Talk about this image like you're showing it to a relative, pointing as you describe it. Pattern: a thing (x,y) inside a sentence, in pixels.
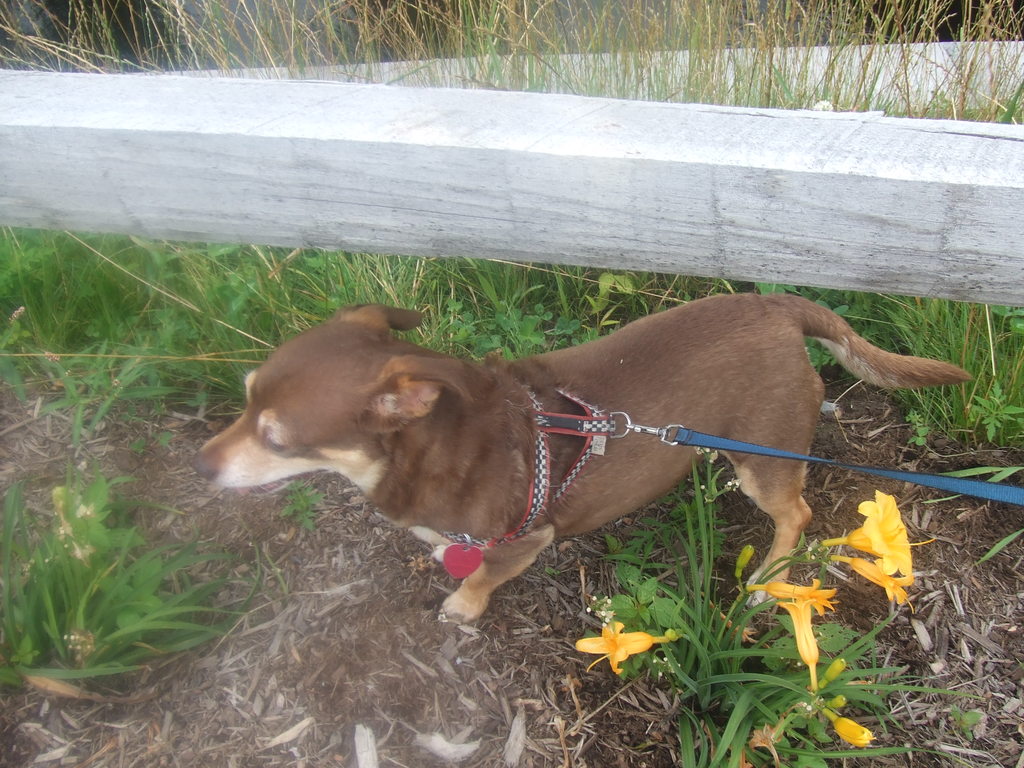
In this image I can see grass ground (104,740) and on it I can see a brown colour dog (408,503) is standing. On the bottom right side of this image (846,542) I can see few yellow colour flowers (759,586) and I can also see few belts (581,461) on the dog (525,450). On the top of this image (862,248) I can see few white colour things (732,134).
